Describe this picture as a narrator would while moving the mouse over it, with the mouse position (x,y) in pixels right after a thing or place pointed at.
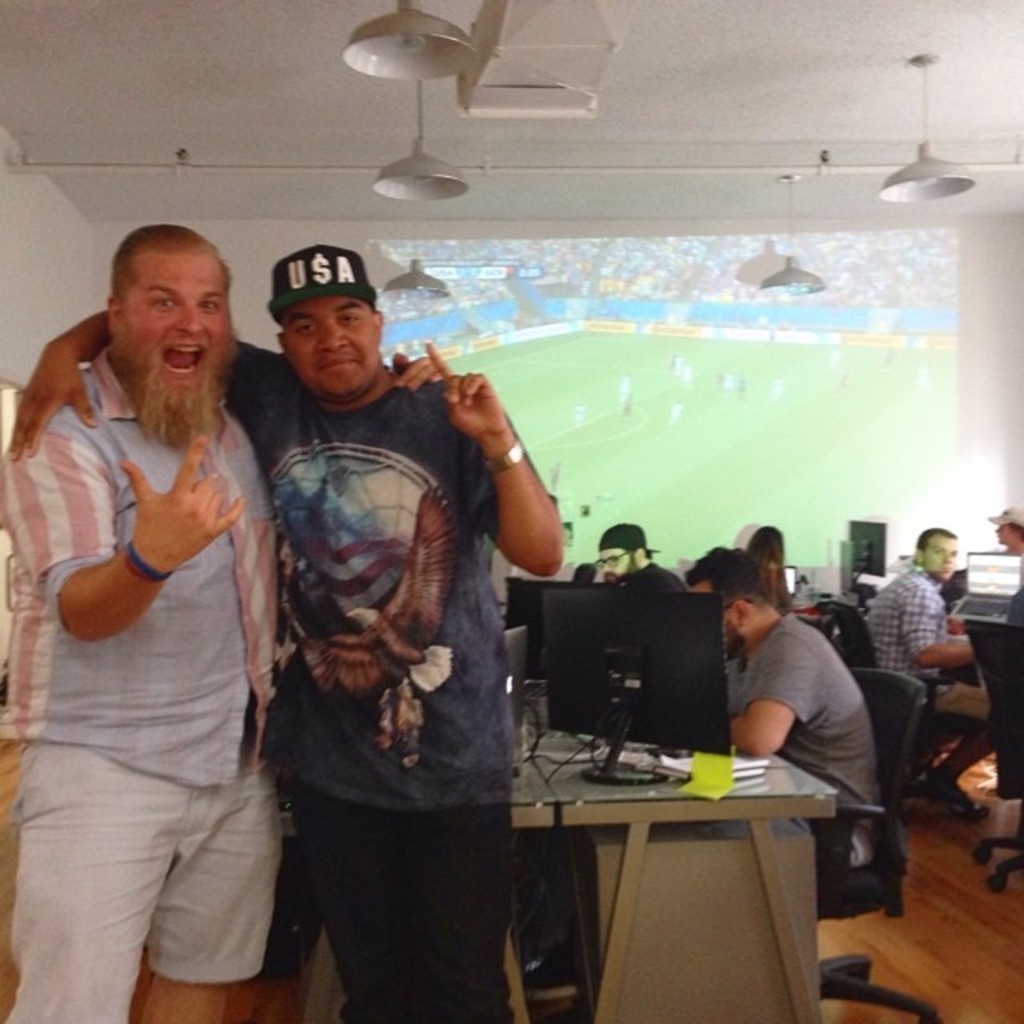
In the bottom left corner of the image (174,996) two persons (66,945) are standing and smiling. Behind them there are some tables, on the tables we can see some screens (990,565) and books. Behind the tables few people (824,632) are sitting. In the middle of the image (659,523) we can see a wall (813,524), on the wall (833,568) we can see a screen (816,526). At the top of the image (454,196) we can see ceiling (904,7) and lights (386,29).
